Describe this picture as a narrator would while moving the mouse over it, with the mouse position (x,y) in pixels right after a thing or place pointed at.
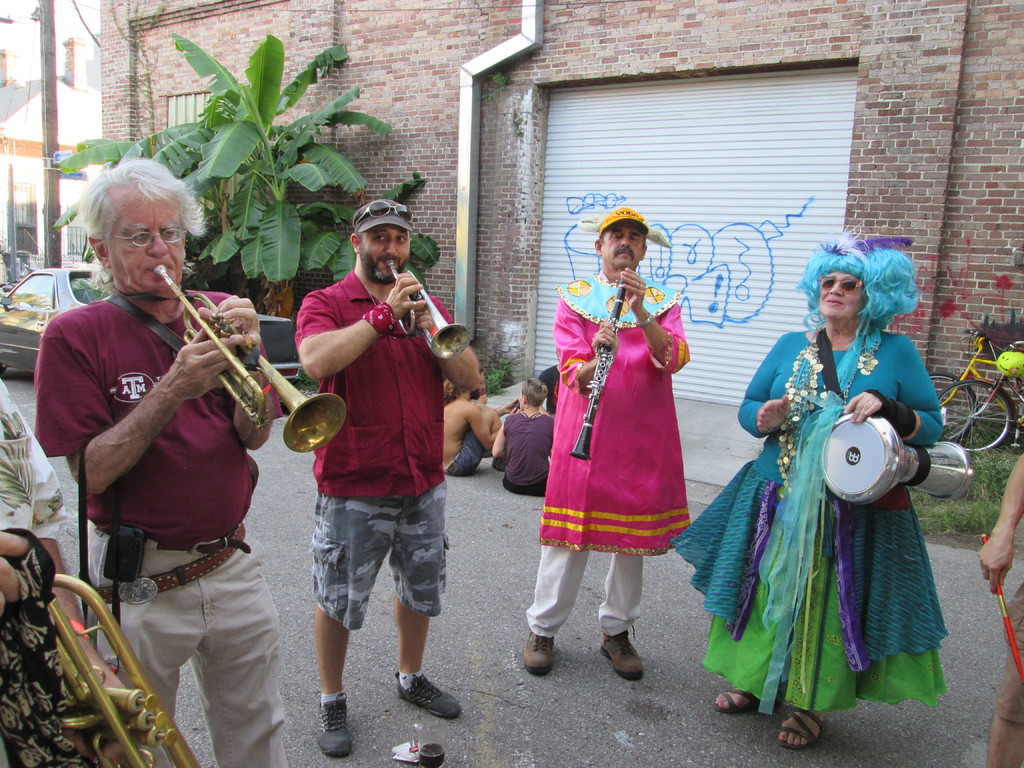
In this picture we can see some people (404,567) are playing musical instruments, behind we can see few people (512,460) are sitting on the road (501,494), we can see few vehicles (90,274), buildings (473,170), trees (333,221).
